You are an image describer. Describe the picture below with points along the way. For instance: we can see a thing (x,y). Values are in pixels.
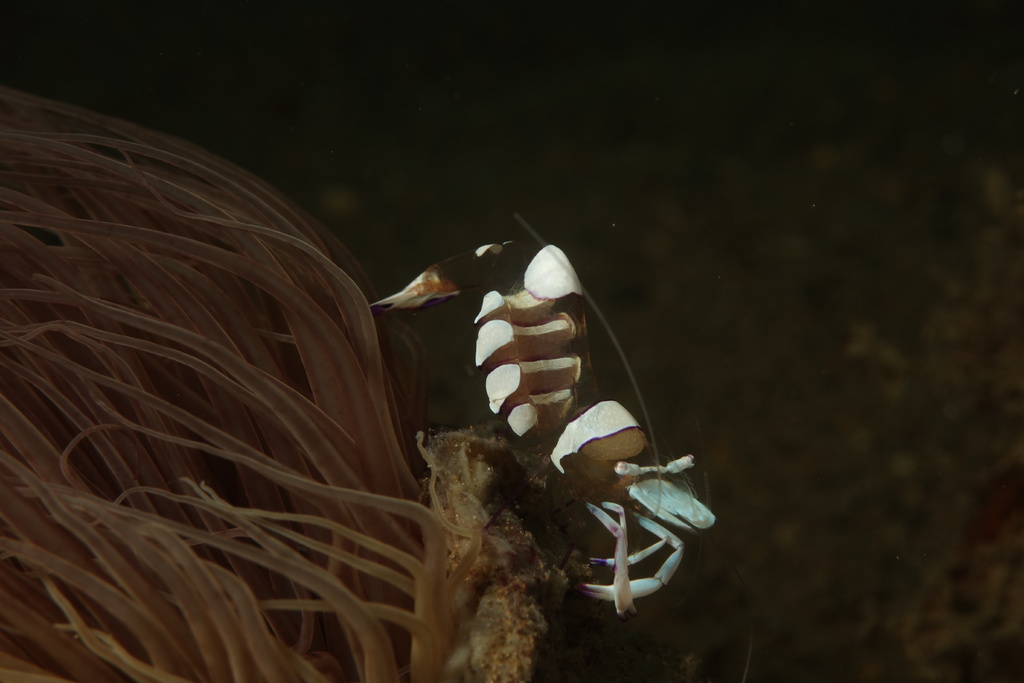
In the image there is some marine animal (360,385).
